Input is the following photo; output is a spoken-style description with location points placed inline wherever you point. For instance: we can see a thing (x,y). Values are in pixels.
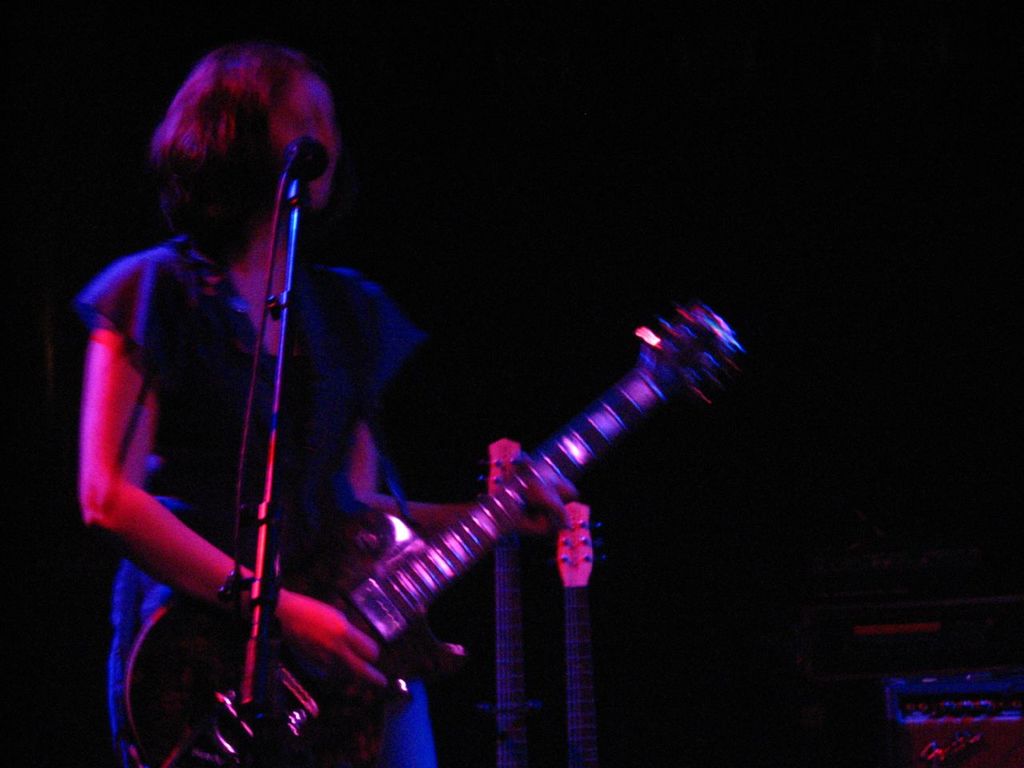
In the foreground (428,571) I can see a woman (356,634) is playing a guitar (170,758) in front of a mike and sound boxes (922,627). The background (668,155) is dark in color. This image is taken may be during night on the stage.
